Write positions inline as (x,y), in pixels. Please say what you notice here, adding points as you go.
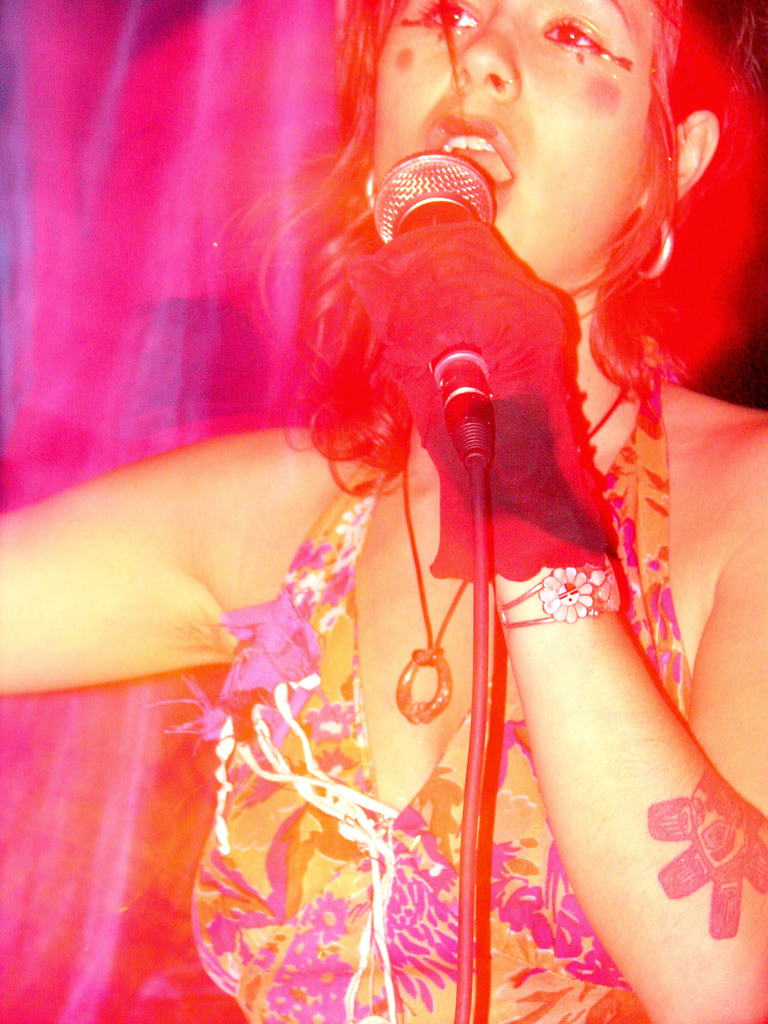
In this image there is a woman (294,747) standing and singing a song using the mike (456,191). This is the mike cable (460,1023).
